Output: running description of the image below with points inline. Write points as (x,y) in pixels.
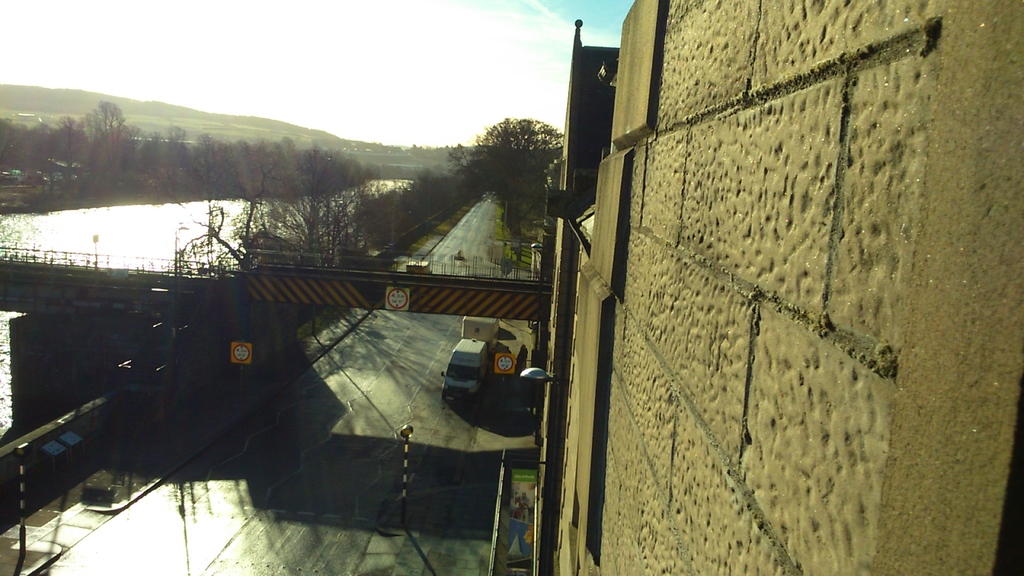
In this picture there is a vehicle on the road (352,387). On the right side of the image (774,425) there is a building (688,298). At the back (305,155) there are trees (218,138) and there is a mountain (71,98). On the left side of the image (334,298) there is a bridge (29,258) and there are poles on the footpath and there is a board (523,546) on the building (587,363) and there are boards (503,356) on the poles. At the top (259,54) there is sky (271,58) and there are clouds (382,43). At the bottom (367,406) there is water (138,214) and there is a road (360,392).
